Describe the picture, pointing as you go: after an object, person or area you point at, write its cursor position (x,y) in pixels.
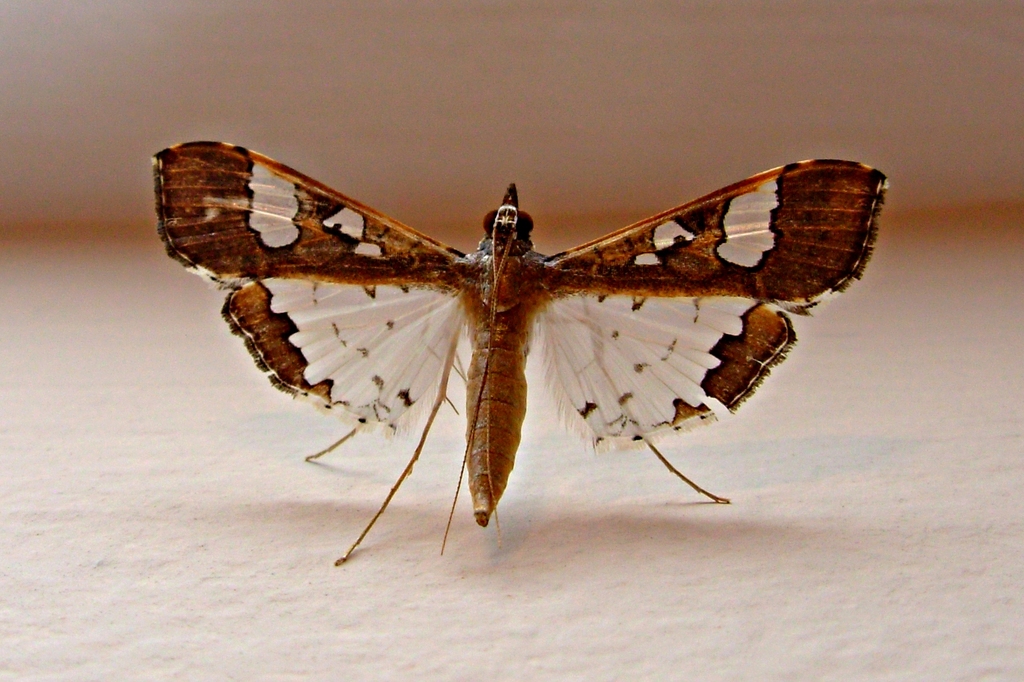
In the center of the image (615,348), we can see a butterfly (573,419) on the surface (314,633).
